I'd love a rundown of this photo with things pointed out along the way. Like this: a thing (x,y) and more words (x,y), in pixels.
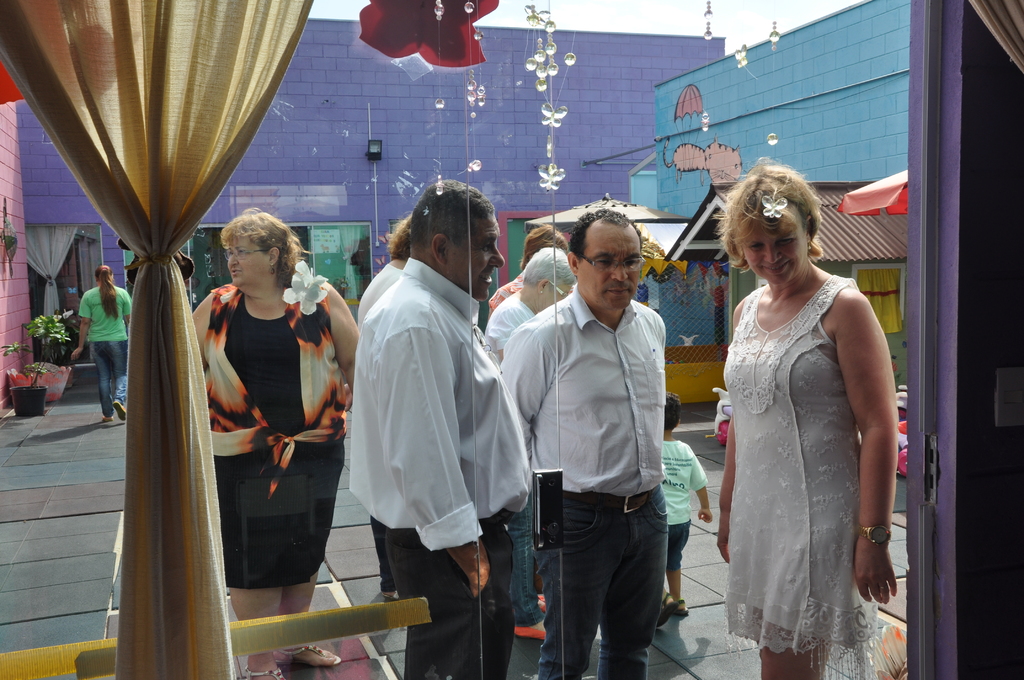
Here I can see few people (460,311) are standing on the floor (694,628). On the right side (943,441), I can see the wall (949,569). On the left side (141,348) there is a curtain (145,211). In the background (731,149), I can see few houses (486,169).
